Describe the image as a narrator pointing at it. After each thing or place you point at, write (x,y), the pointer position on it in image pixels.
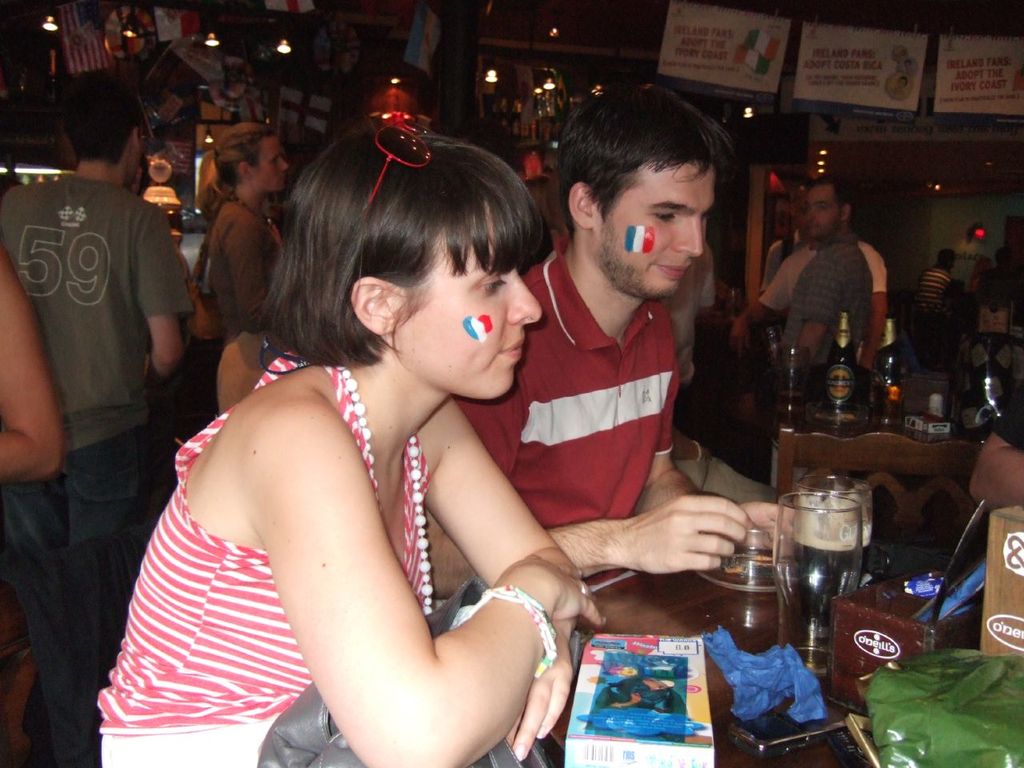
This is the man (590,484) and woman (463,501) sitting. I can see a table (694,595) with glasses (825,555), bowl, cardboard boxes (884,647) and few other things (969,669) on it. I can see the groups of people (37,279) standing. Here is another table (943,422) with the bottles (892,362) on it. These are the banners (845,73) hanging. In the background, I can see the lights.
